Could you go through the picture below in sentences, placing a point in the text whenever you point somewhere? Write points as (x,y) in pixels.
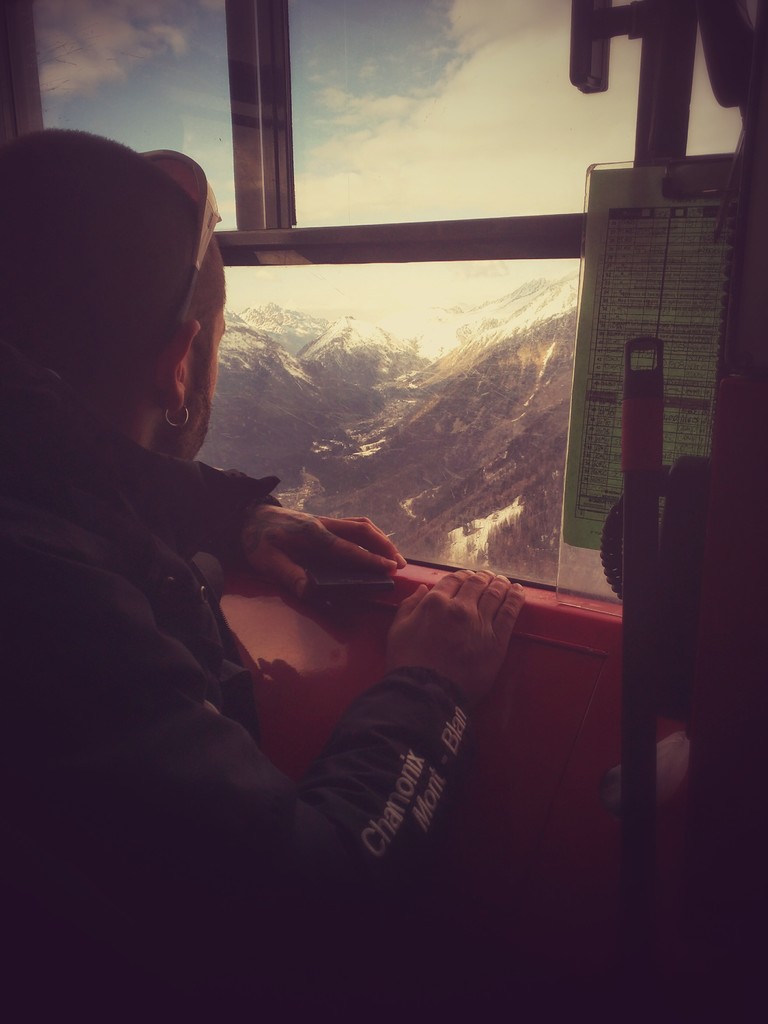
In this image in front (107,515) there is a person (468,655). In front of him there is a glass window (378,331) through which we can see mountains (410,374) and sky (421,119). On the right side of the image (613,414) there are some objects (647,306).
